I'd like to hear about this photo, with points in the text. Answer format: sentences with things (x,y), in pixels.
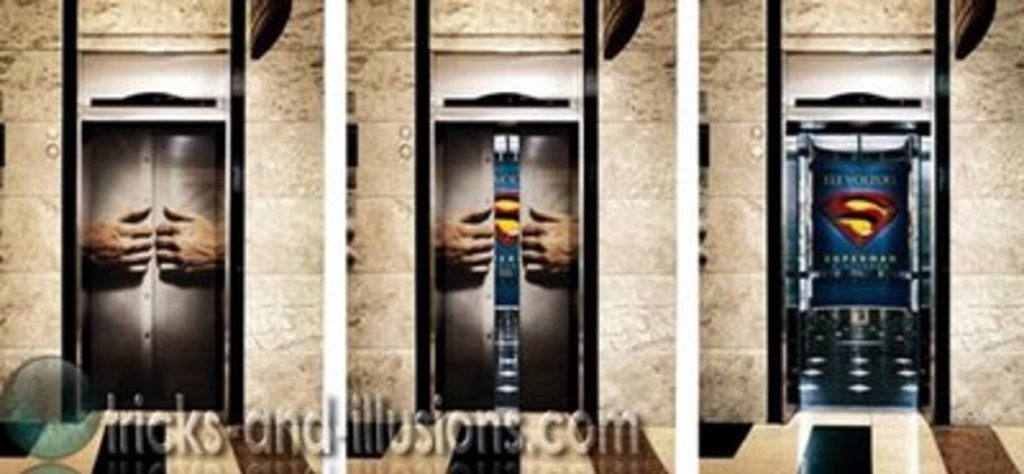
It is the photo collage, in this on the left side (193,237) there are 2 hands (183,254) that are trying to open the door (212,267). In the middle (526,224) these are two hands (558,246) that are trying to open the door (535,267), in this image there is a super man symbol (877,231). In this at the bottom (624,421) there is the watermark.
